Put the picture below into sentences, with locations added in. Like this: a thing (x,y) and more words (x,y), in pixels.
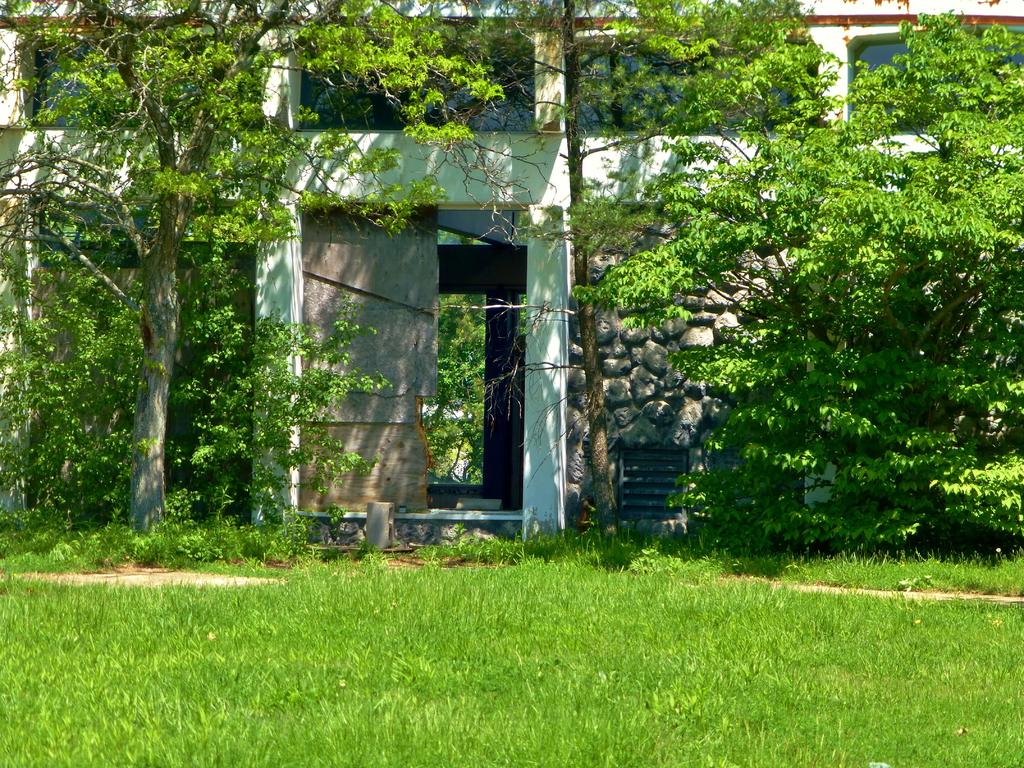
In the foreground of this image (536,697), there is the grassland (354,707). In the background (872,322), there are tree (894,322) and the building (543,171).
